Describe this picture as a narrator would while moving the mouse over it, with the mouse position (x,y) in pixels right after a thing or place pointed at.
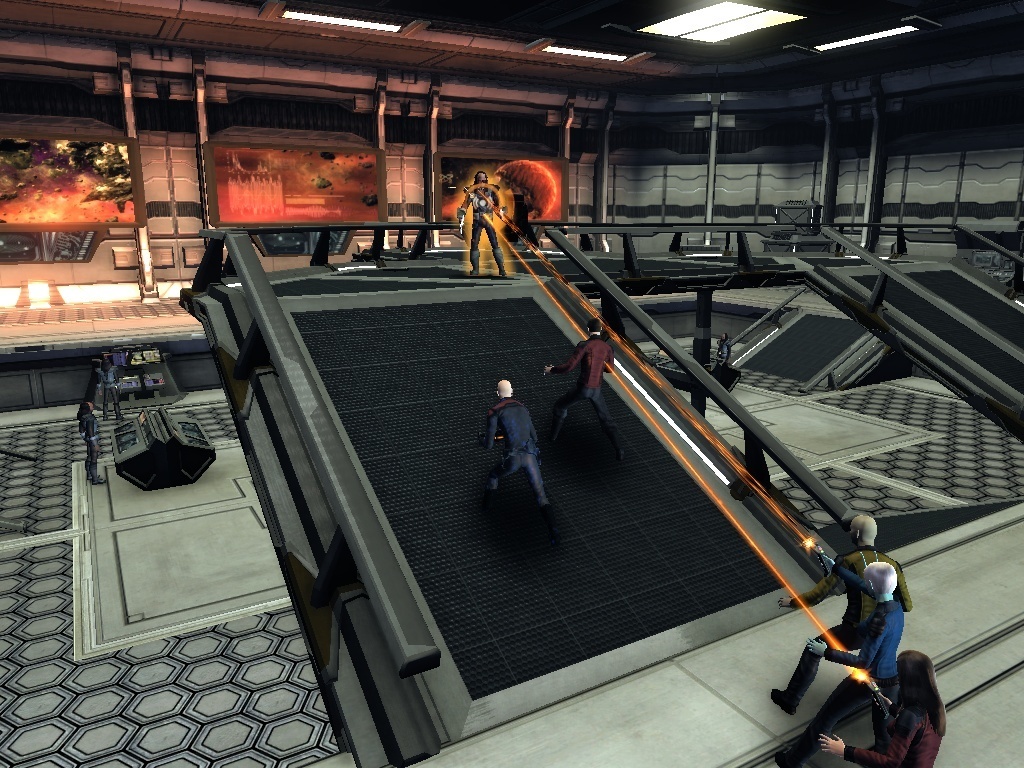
In this picture I can see an animated image of a game, in which we can see some persons (846,701) holding objects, stair cases (450,353), lights (574,54) to the roof (524,59).
